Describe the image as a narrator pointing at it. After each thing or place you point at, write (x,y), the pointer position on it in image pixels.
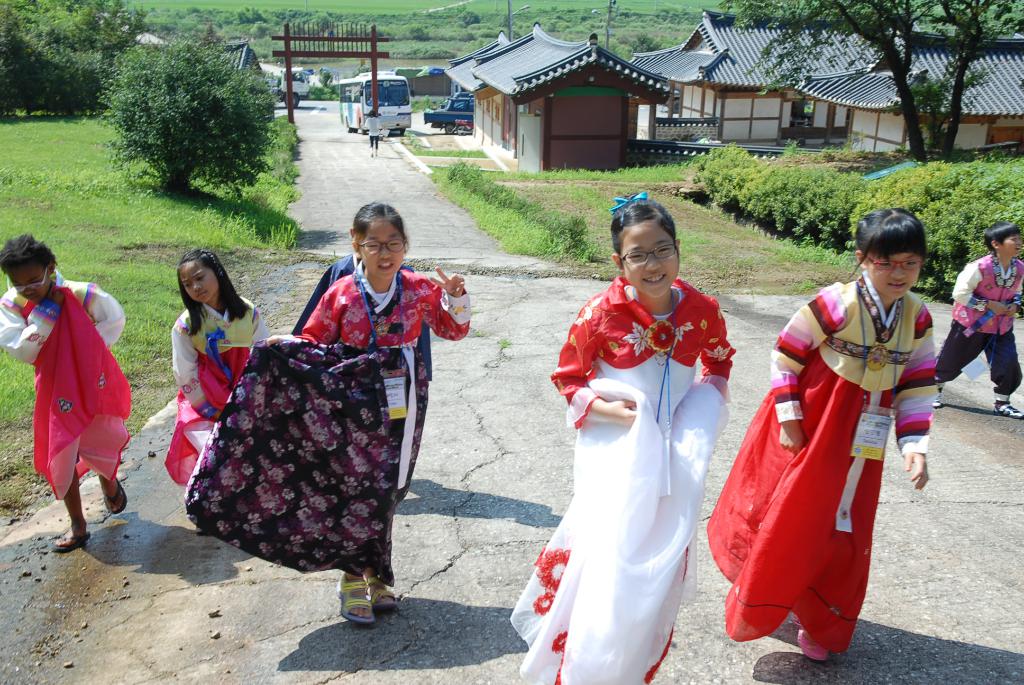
There are children (299,335) in different color dresses (367,338), some of them are smiling, walking on the road (941,459). In the background (1014,211), there are plants (218,188), there are vehicles (469,104) on the road (319,174), there are buildings (719,103) and there is grass (107,197) on the ground (75,232).
